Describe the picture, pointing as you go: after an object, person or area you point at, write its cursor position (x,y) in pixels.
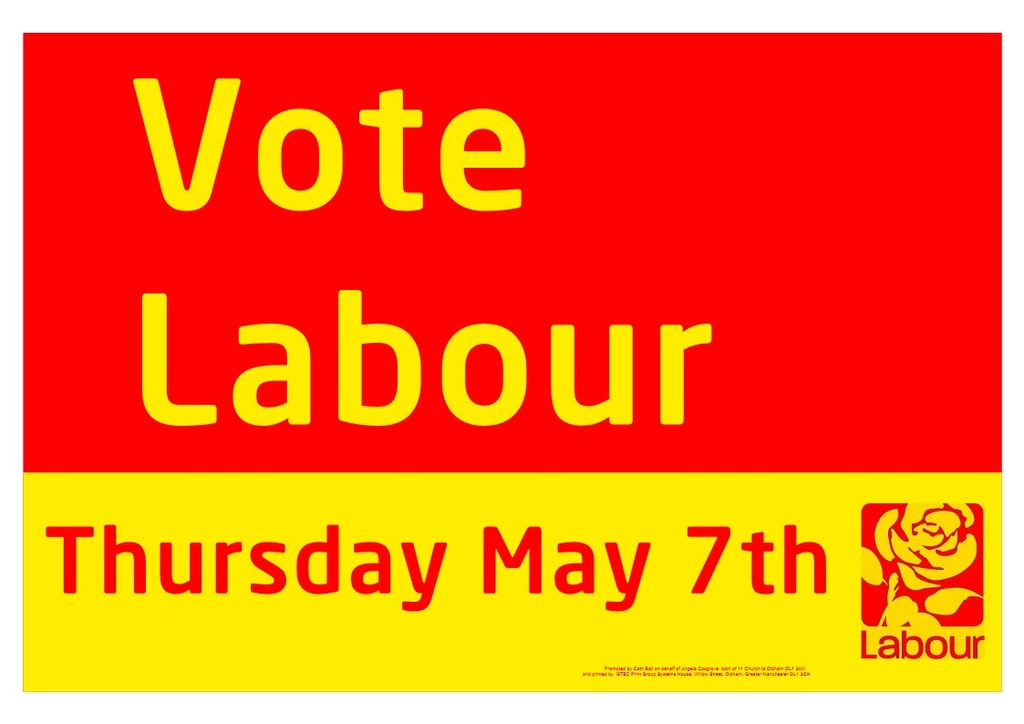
In this picture I can see a red and yellow color poster (553,449), there is a logo (887,549), number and there are words (342,351) on the poster (342,351).
